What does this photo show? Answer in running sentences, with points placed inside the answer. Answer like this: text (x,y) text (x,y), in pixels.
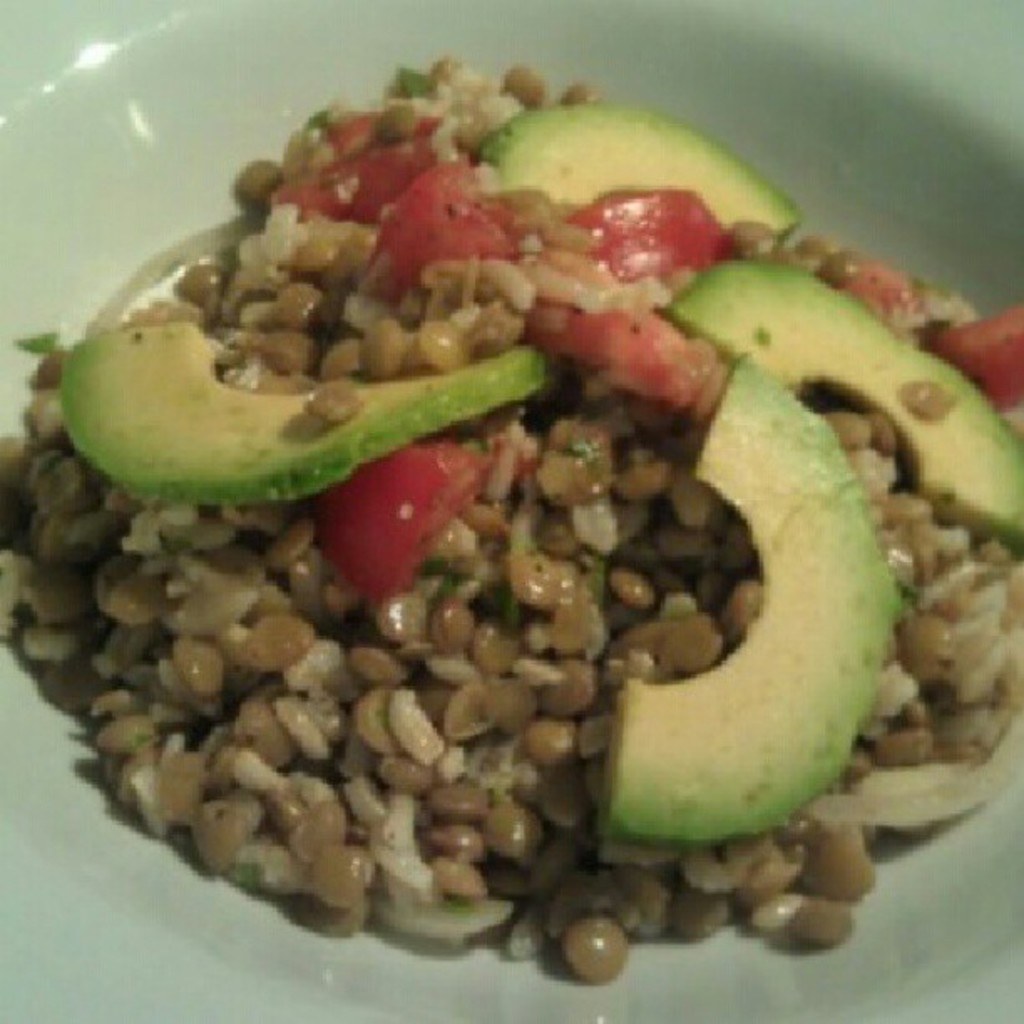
In this image we can see the plate (171,44) of food items (530,473).
